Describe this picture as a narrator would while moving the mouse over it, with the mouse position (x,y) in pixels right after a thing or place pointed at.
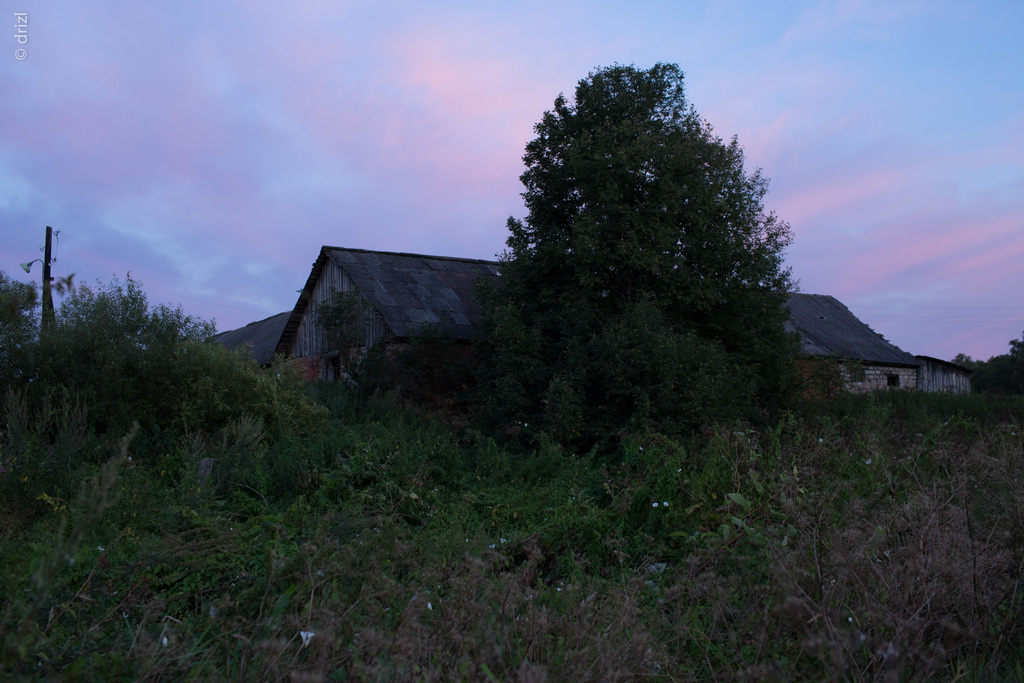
This picture is clicked outside. In the foreground (312,534) we can see the grass (711,635) and some plants (184,407). On the left (47,289) there is a pole (47,282). In the center (588,361) there is a tree (697,345) and some houses (328,337). In the background (580,62) there is a sky (62,85). In the top left corner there is a text (21,28) on the image.
